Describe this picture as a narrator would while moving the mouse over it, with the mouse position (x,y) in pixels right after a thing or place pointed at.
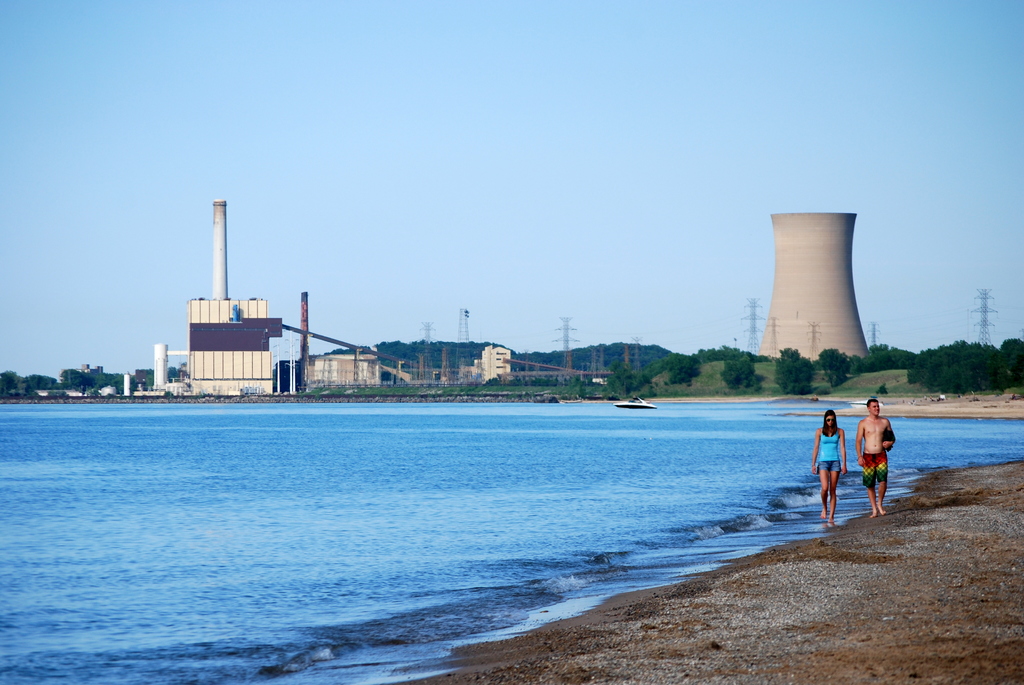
In this image we can see a couple (821,467) walking down the river (603,520). At the center of the image (355,378) there is a power plant (287,372), cooling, towers (786,319) and trees (734,349). In the background (467,211) there is a sky (450,202).
